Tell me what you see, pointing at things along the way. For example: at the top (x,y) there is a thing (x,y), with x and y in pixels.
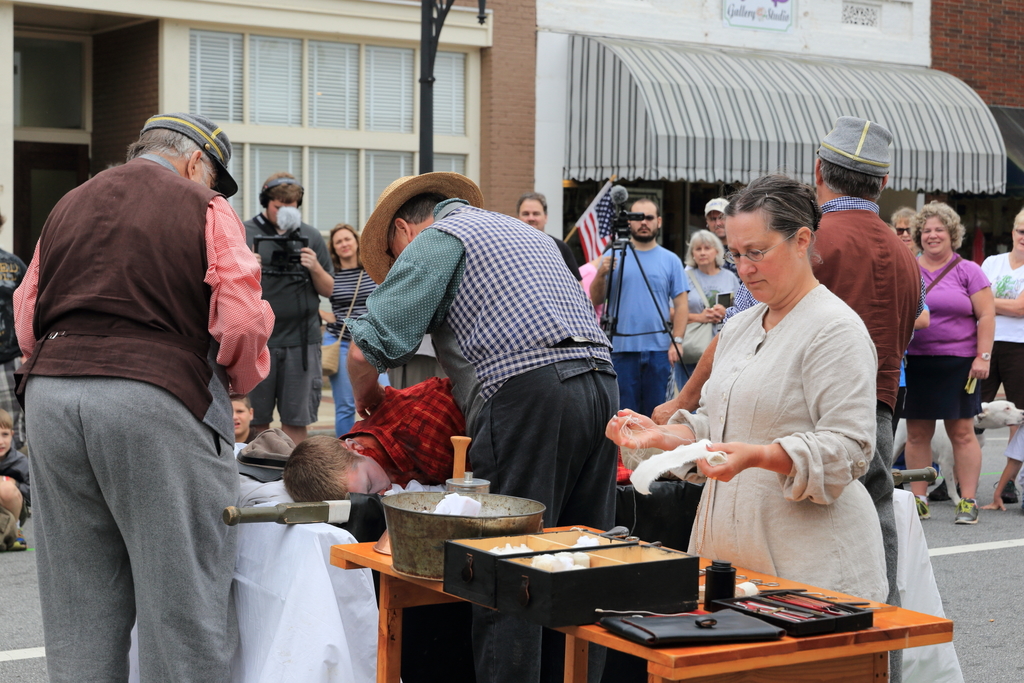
There are many people (455,261) standing. In the front (242,282) a person (190,278) wearing brown shirt (152,249) is wearing a cap (206,155). There is a table (759,648). On the table (770,641) there is a box (565,578), vessel (422,509) and some other items (626,530). In the background (402,91) there are building (149,59) with windows (357,148). And a person (644,291) wearing a blue t shirt (648,274) is holding a video camera (613,222).
